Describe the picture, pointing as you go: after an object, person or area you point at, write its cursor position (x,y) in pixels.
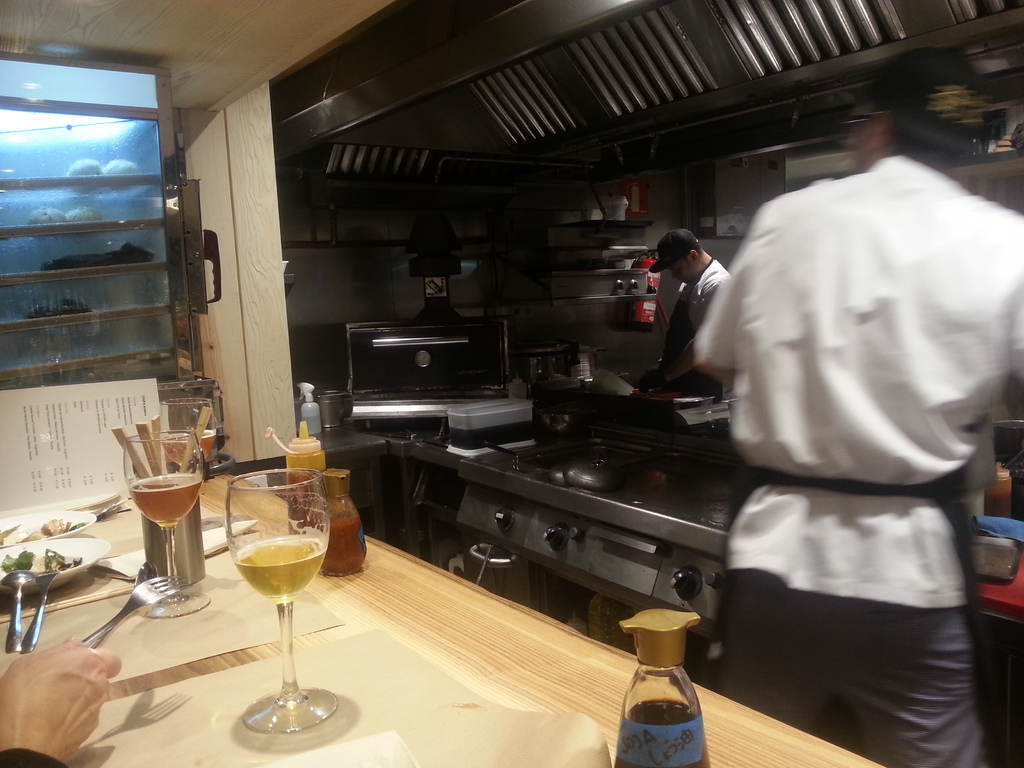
In this image there is a person (747,460) standing near the stove (607,570) and there is fork (99,518), spoon (25,583), plate (79,517), glass (169,519), sauce bottle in the table (505,657) and in the back ground (18,320) there is another person (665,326), some items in the rack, and a refrigerator (11,208).
